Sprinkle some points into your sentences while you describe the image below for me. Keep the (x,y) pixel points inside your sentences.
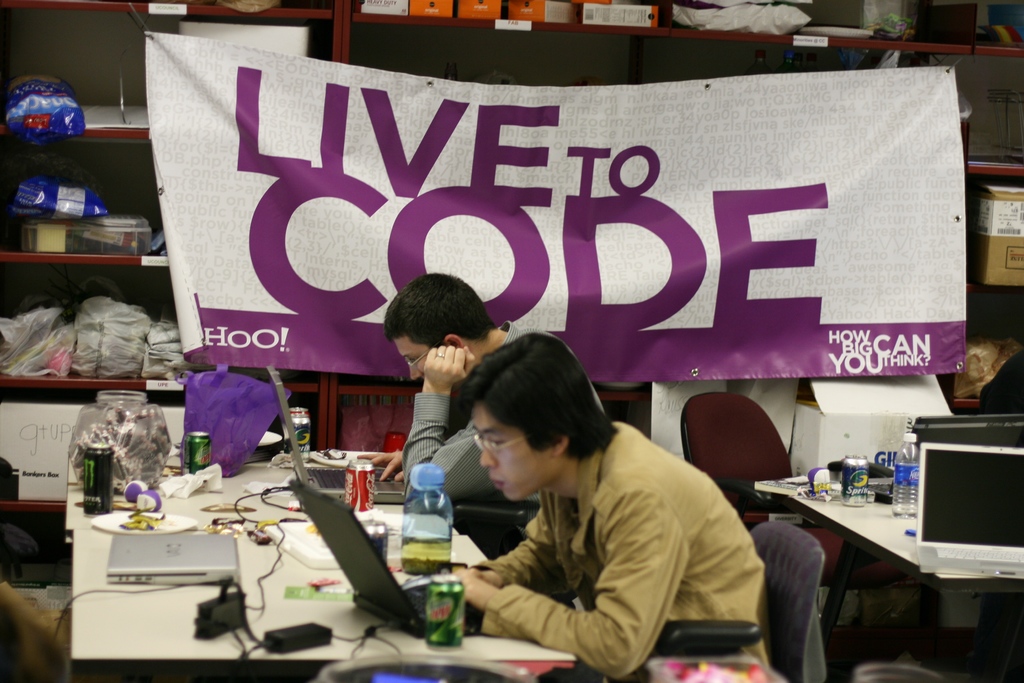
In the picture I can see two men (598,517) are sitting on chairs (518,511) in front of a table (274,554) and operating laptops (408,601). On tables (128,606) I can see laptops (218,554), bottles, tin cans (371,490) and some other objects (220,467). In the background (582,279) I can see a banner (622,228) which has something written on it and shelves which has some objects (657,397).
